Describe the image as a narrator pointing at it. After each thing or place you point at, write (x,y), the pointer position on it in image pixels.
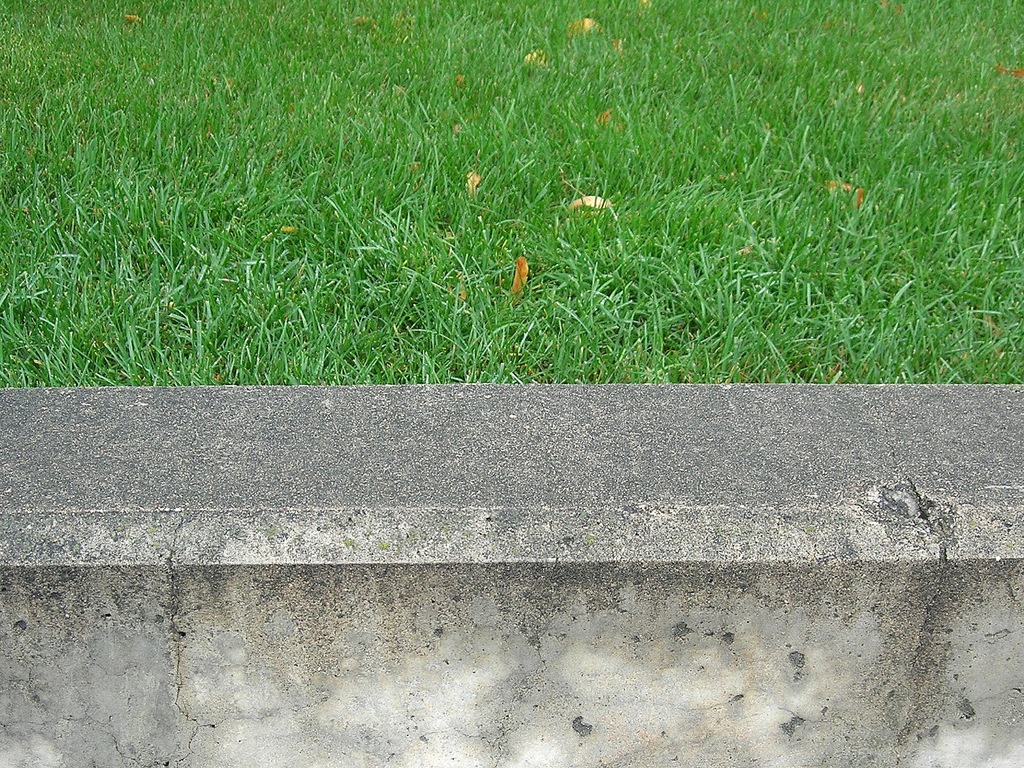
In this image at the bottom (342,539) we can see wall (450,478) and at the top (403,251) we can see grass (387,139) and leaves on the ground (582,131).
